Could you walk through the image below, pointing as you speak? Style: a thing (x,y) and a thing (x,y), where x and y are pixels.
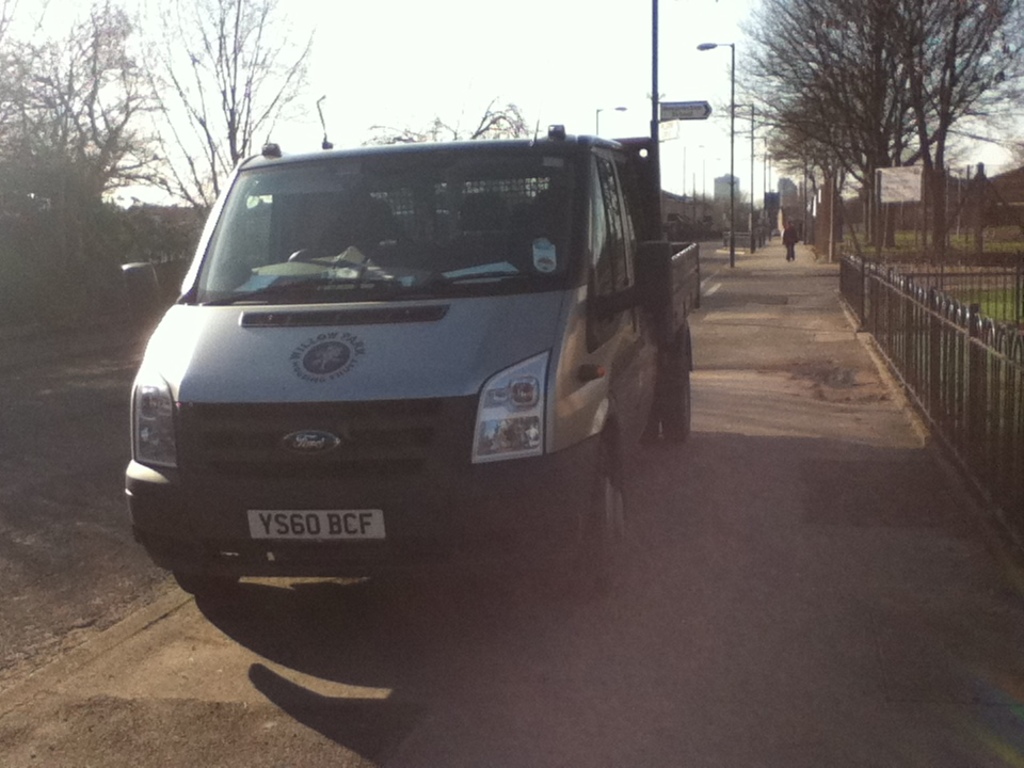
In this image I can see a vehicle (291,337) in gray color. Background (6,166) I can see few light poles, trees (835,76) and the sky (497,60) is in white color.
